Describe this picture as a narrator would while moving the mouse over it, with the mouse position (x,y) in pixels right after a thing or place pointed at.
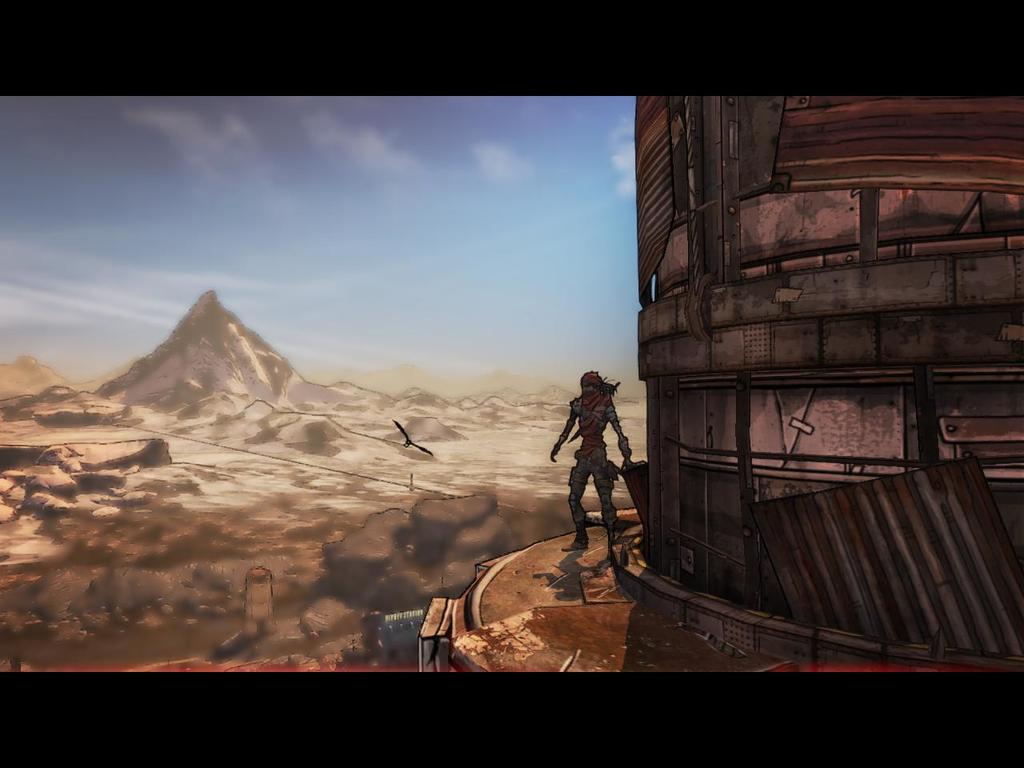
In this image I can see the digital art in which I can see a huge building (741,361), a person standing and in the background (321,556) I can see the ground (190,542), a bird (403,433) flying in the air (294,194), a mountain (308,387) and the sky (263,309).
